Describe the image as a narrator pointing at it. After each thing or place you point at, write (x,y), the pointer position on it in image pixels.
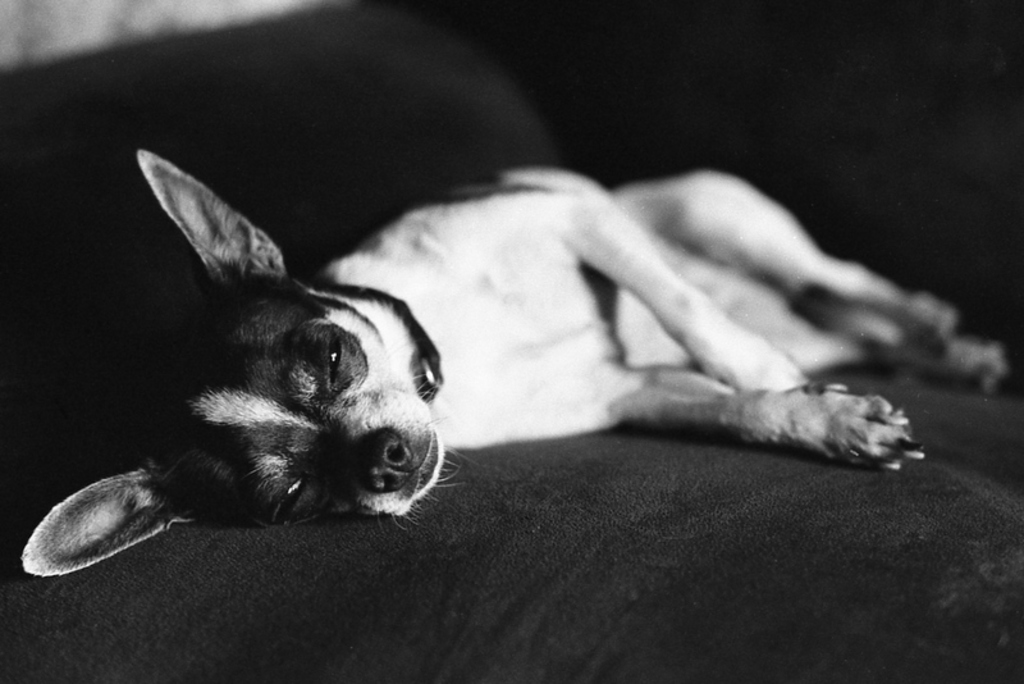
In the foreground of this black and white image, there is a dog (404,429) lying on a black couch (655,592) like an object (609,588).
